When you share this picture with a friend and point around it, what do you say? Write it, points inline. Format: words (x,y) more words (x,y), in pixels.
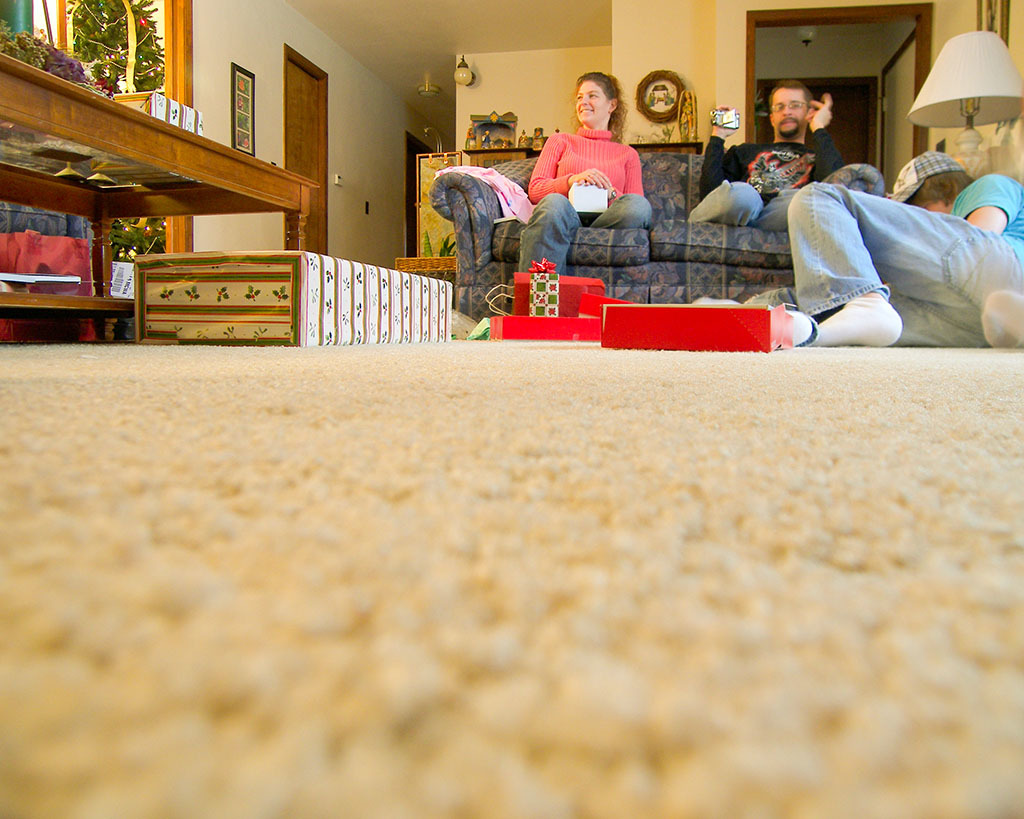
In the center of the image (643,276) we can see two persons (774,212) are sitting on the couch (510,274) and one person (965,296) is sitting on the floor (847,396). And they are holding some objects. And the woman (568,212) is smiling, which we can see on her face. And we can see boxes (414,321), carpet (514,377), table (259,160), bags (57,259), plants (145,225) etc. In the background (450,149) there is a wall (260,102), doors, photo frames (245,71), cupboards (495,158), one lamp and a few other objects (645,105).
